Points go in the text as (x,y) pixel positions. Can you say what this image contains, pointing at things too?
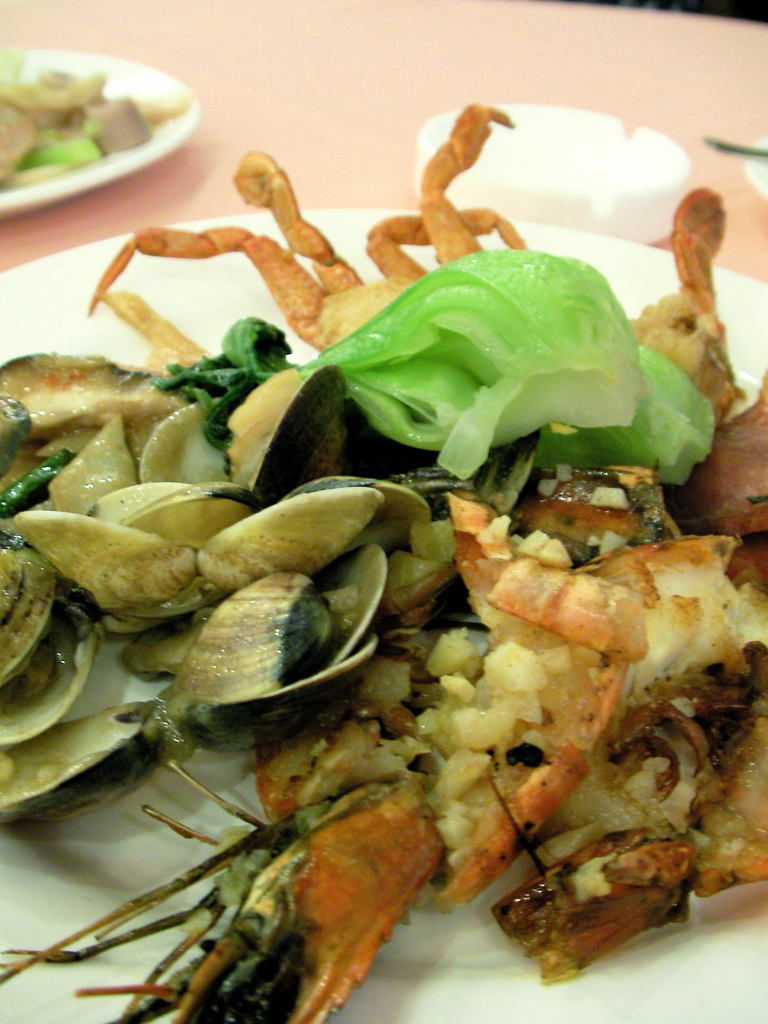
This picture shows food (262,567) in the couple of plates (374,1021) and we see a bowl (579,191) and a spoon (717,146) on the table (308,65).
